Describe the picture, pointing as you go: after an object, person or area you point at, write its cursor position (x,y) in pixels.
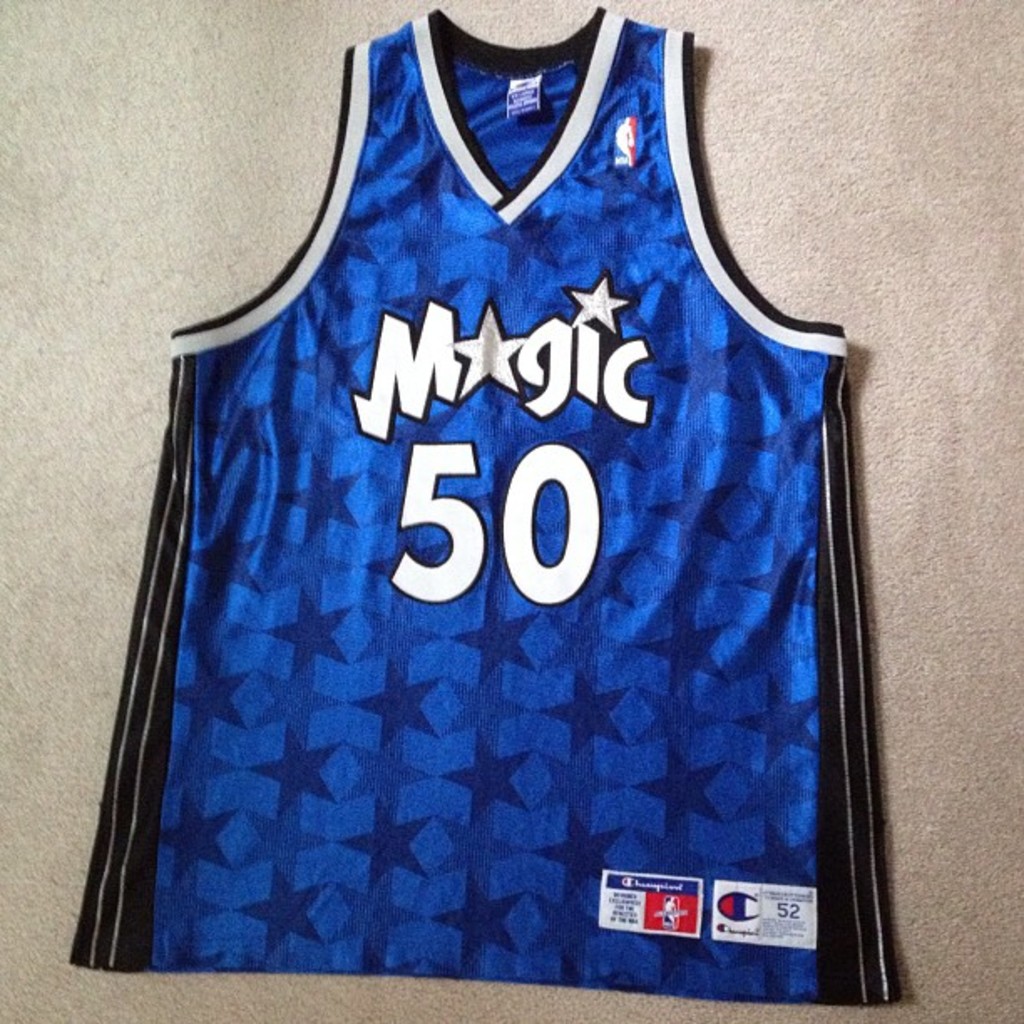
In this picture I can see there is a blue color shirt (204,704) and it has something written on it and it is placed on a grey surface (94,577).
